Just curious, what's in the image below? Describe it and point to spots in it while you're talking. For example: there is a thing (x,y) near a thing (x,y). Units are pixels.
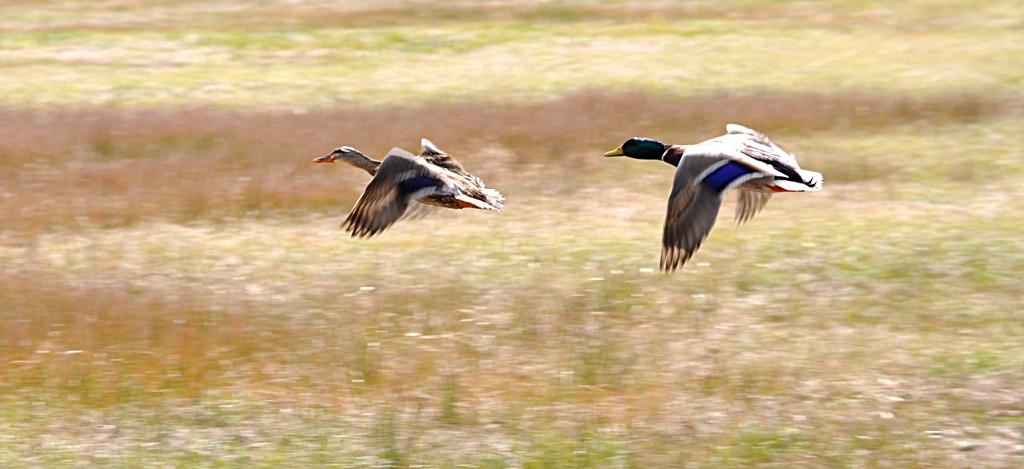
In this picture we can see two birds (690,173) are flying in the air, at the bottom (501,336) there is grass (499,336).
